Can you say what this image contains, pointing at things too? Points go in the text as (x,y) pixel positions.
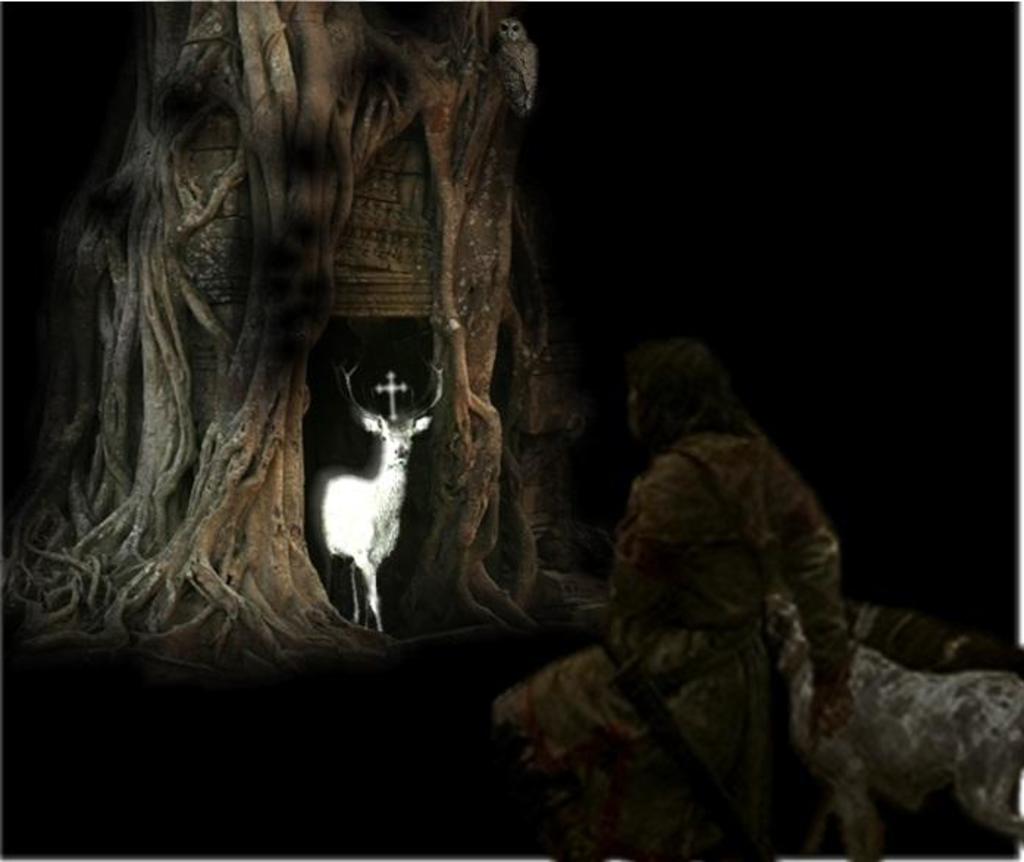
It is an edited image. In this image we can see an animal (396,416), a tree (481,400) and also a person (657,601).
